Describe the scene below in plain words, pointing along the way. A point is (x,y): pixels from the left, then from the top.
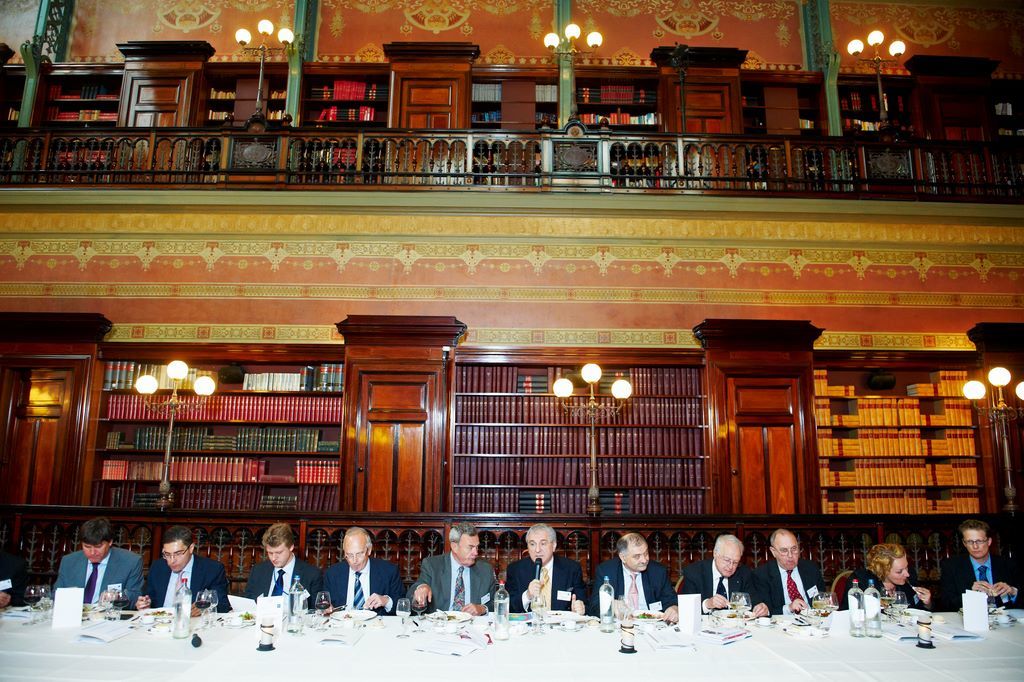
In this image, we can see some shelves (237,356) with objects (667,414). There are a few people (569,574). Among them, a person (557,569) is holding a microphone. We can see a table (528,663) with some objects (965,615) like bottles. We can see some poles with lights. We can see the fence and the wall (233,285).
